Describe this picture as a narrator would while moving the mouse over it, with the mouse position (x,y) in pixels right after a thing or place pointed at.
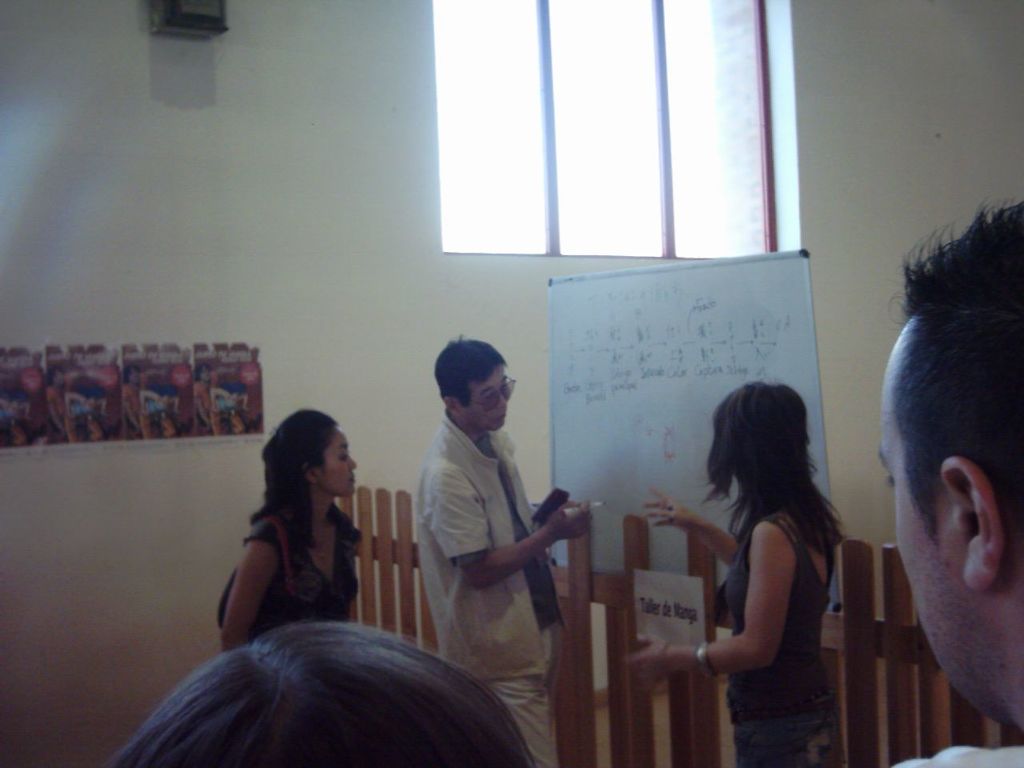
In this picture I can see people (296,465) and wooden fence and a white color board (557,310) and window (519,164). There are some stickers (62,445) attached to the wall (76,480) on the left side (97,366).
